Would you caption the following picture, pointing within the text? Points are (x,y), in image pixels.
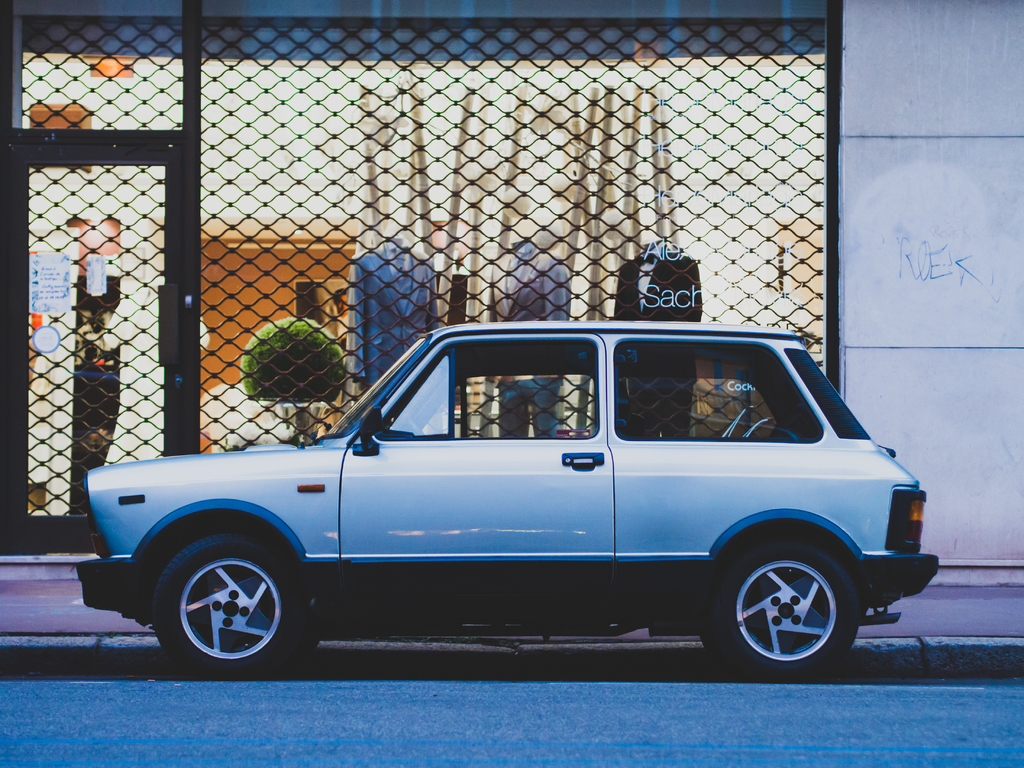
In this picture we can see a car (529,619) in the front (514,585), on the right side (893,345) there is a wall (944,284), in the background (668,273) we can see mannequins (569,277), clothes (397,328) and a plant (306,352), on the left side (172,329) there is a door (142,339), we can see metal mesh (492,215) in the middle (357,259), there is a paper (89,268) pasted on the left side (47,287).
